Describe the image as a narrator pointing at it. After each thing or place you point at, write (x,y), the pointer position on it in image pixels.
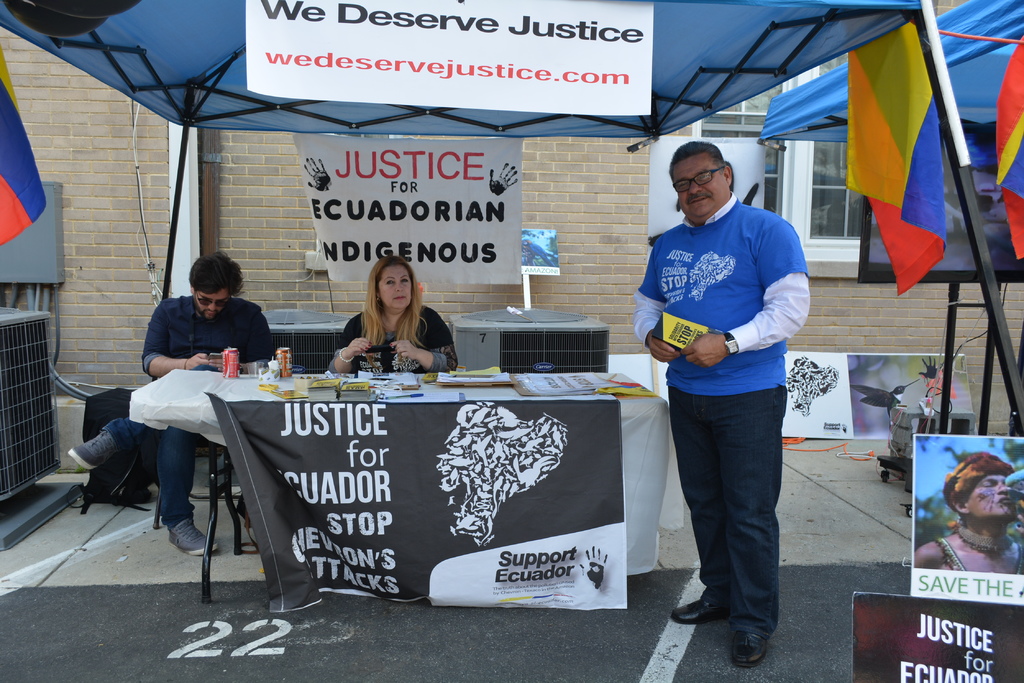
Here we can see two persons (218,284) are sitting on the chairs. This is table (181,398). On the table (145,404) there are papers (472,371) and tins (280,350). This is banner (523,429). Here we can see a man (646,317) who is standing on the floor (817,517). On the background (600,192) there is a wall (584,172) and this is board (501,109).
